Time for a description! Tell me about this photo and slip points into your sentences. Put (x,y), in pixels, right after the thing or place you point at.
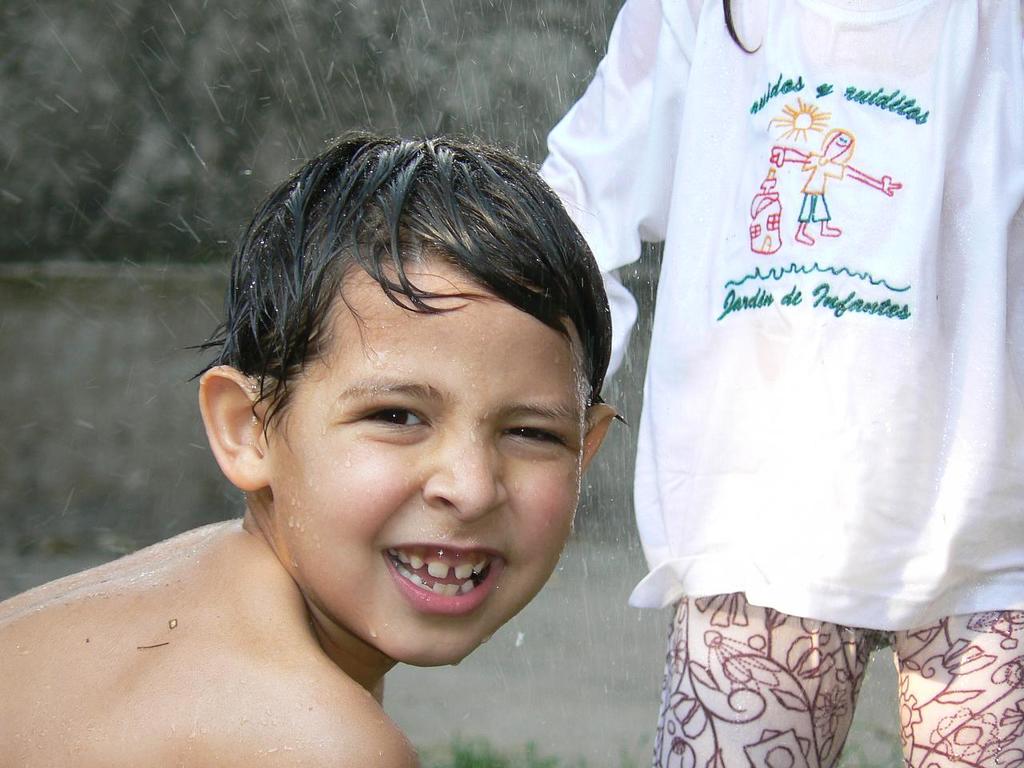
In the middle of the image (426,331) a boy (260,689) is smiling. Behind him a person (774,34) is standing.
